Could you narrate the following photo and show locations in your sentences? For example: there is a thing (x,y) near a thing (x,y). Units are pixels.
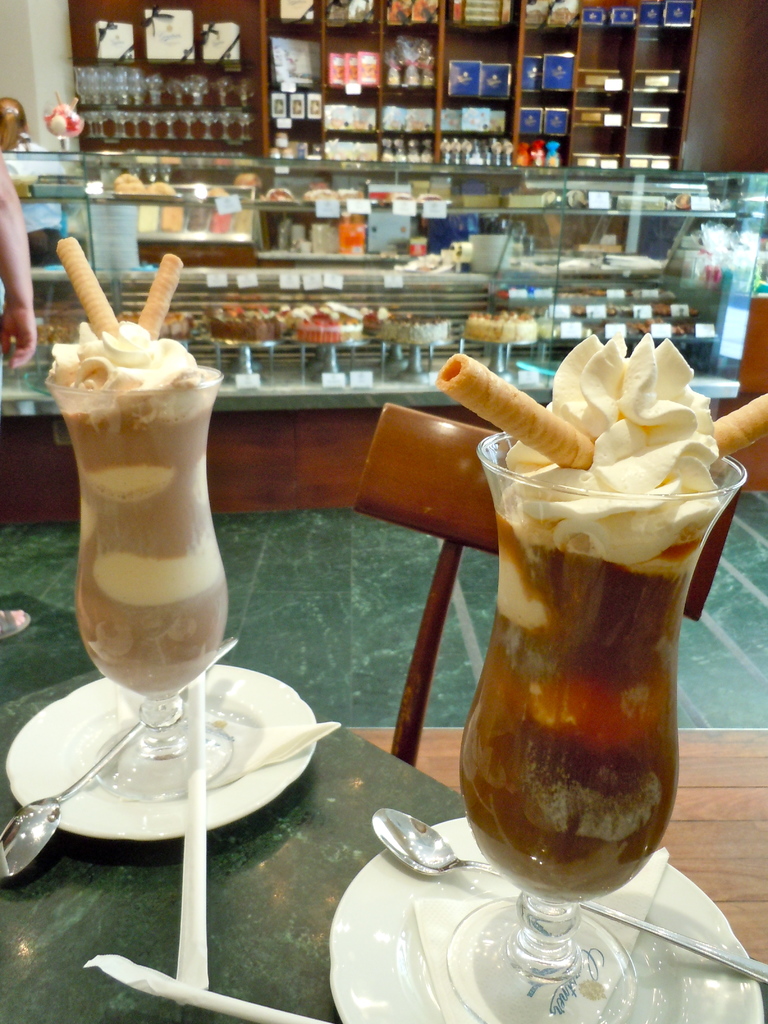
In this image we can see a chair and a table (175,930). On the table (293,939), we can see plates (416,945), tissue papers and two glasses (161,616) full of ice-cream (170,477). In the background (124,184), we can see cakes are arranged in a glass (684,240) and so many things (124,93) are arranged on racks (443,93). We can see a person (27,264) on the left side of the image (27,289).
